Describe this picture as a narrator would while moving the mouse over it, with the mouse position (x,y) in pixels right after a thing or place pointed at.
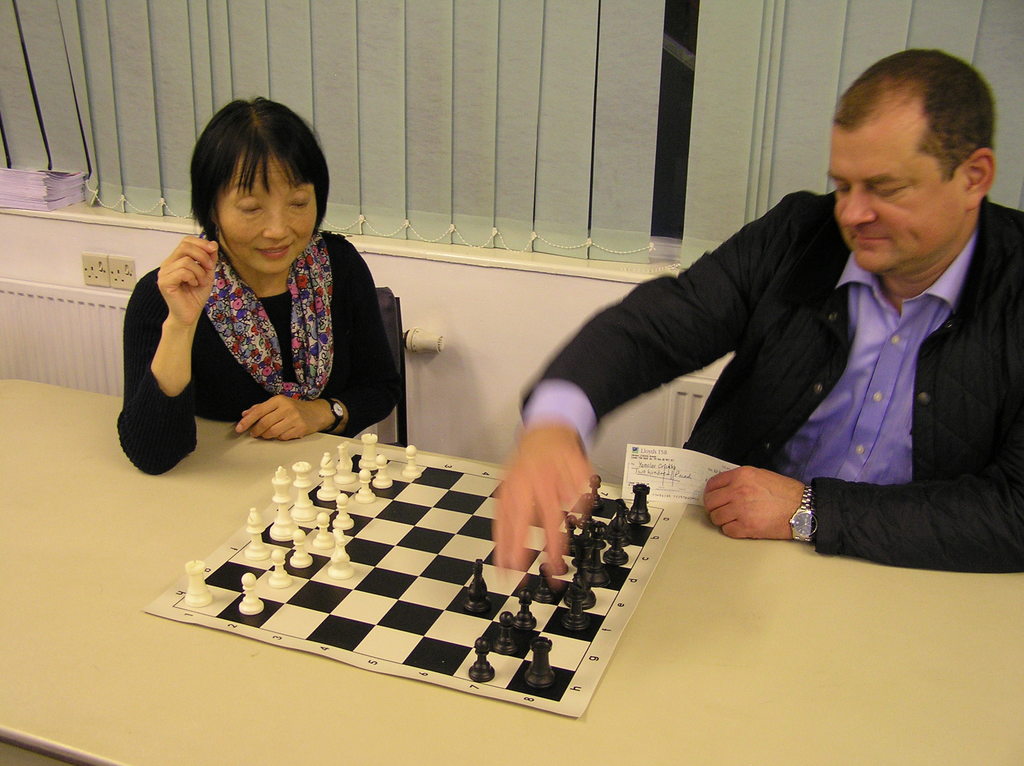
As we can see in the image there is a window (501,139) and two people (614,317) sitting on chairs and on table (84,554) there is a chess board (338,608) and chess pieces (328,491).
